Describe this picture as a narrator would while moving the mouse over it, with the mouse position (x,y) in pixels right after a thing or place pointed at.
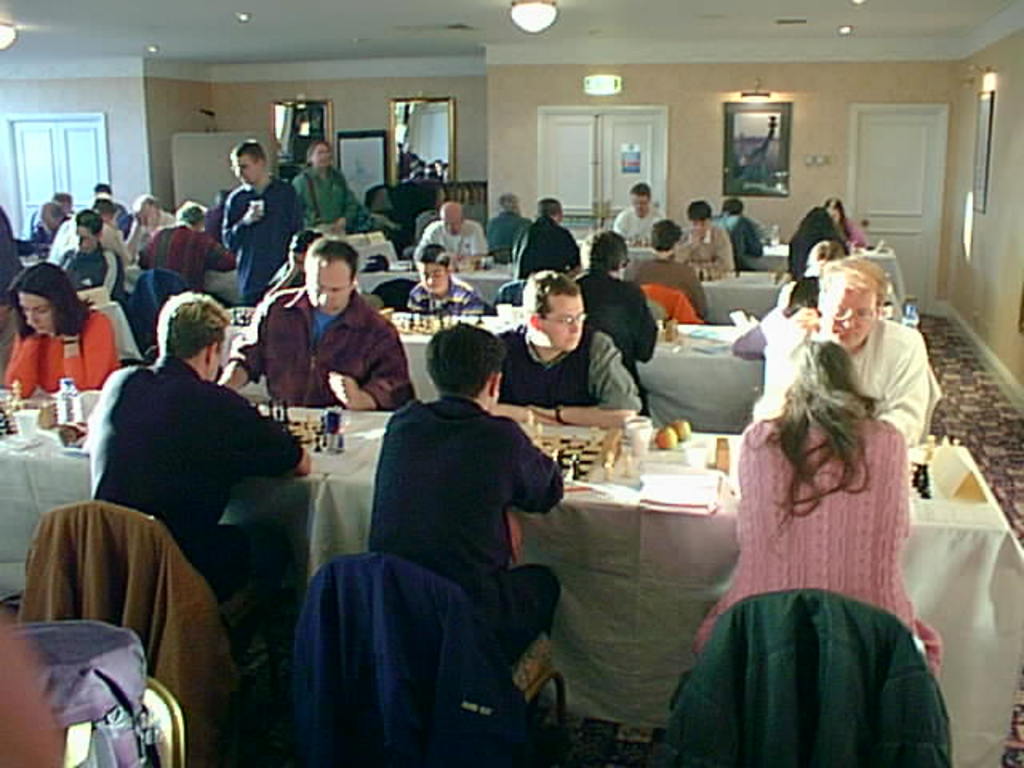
In the image we can see there are people (868,512) who are sitting on chair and on table (684,454) there is chess board (542,435) with coins (527,430) and there are fruits (677,437) and glass (633,444) and on the other side few people (349,199) are standing and others (588,297) are sitting on chair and the wall (857,91) is of cream colour and at the back (305,138) there are mirrors (407,171) on the wall (374,114).
